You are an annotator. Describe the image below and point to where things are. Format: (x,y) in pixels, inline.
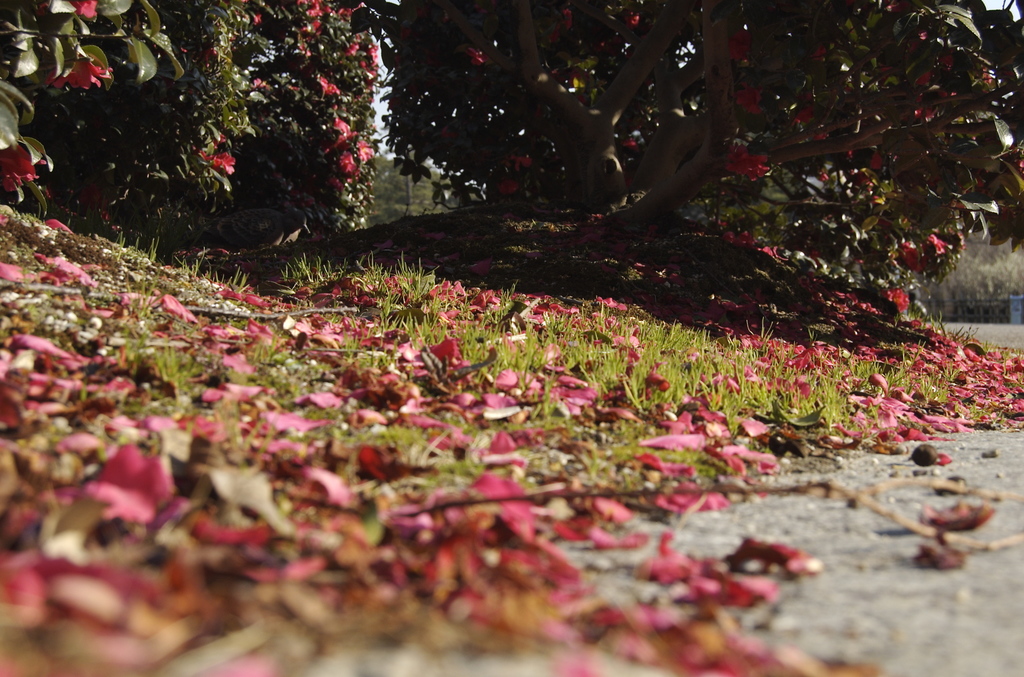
In this picture there are flower petals (389,407) and grassland (305,409) in the center of the image (442,313) and there are flower plants (463,191) at the top side of the image (548,174).
